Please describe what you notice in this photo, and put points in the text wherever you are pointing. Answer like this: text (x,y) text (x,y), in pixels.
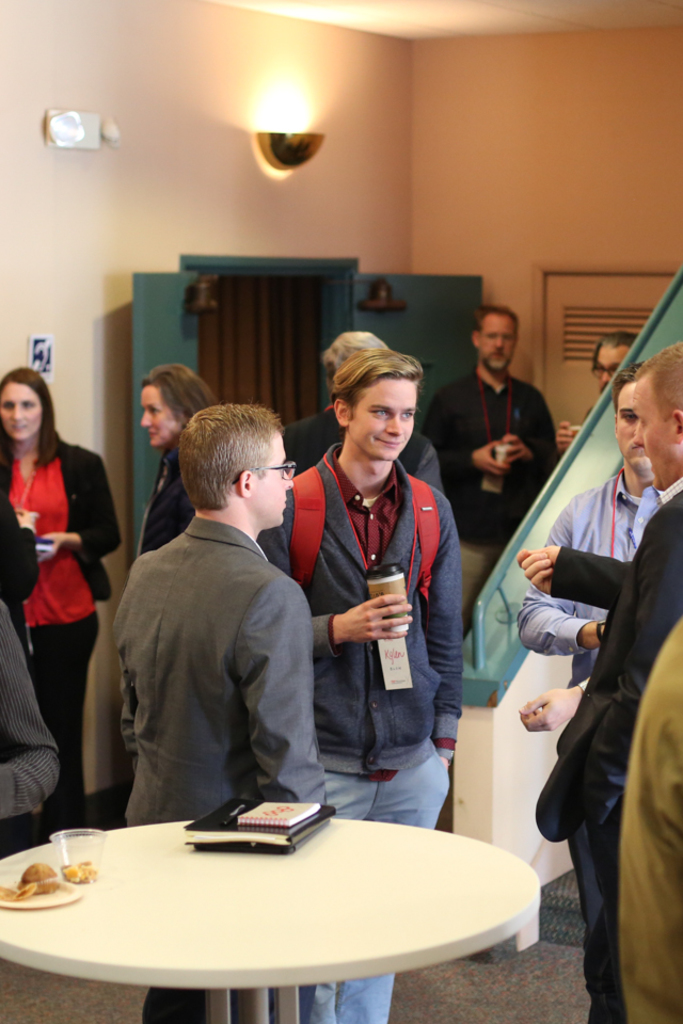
In this image there are group of people (81,554) who are standing and on the bottom of the left corner (222,873) there is one table (220,927). On the table (199,977) there is one book (243,831) and some food (39,890) is there and on the top (560,223) there is a wall (383,107), on the wall (299,119) there is one light (295,140) and in the center (245,347) there is one door (389,322).
